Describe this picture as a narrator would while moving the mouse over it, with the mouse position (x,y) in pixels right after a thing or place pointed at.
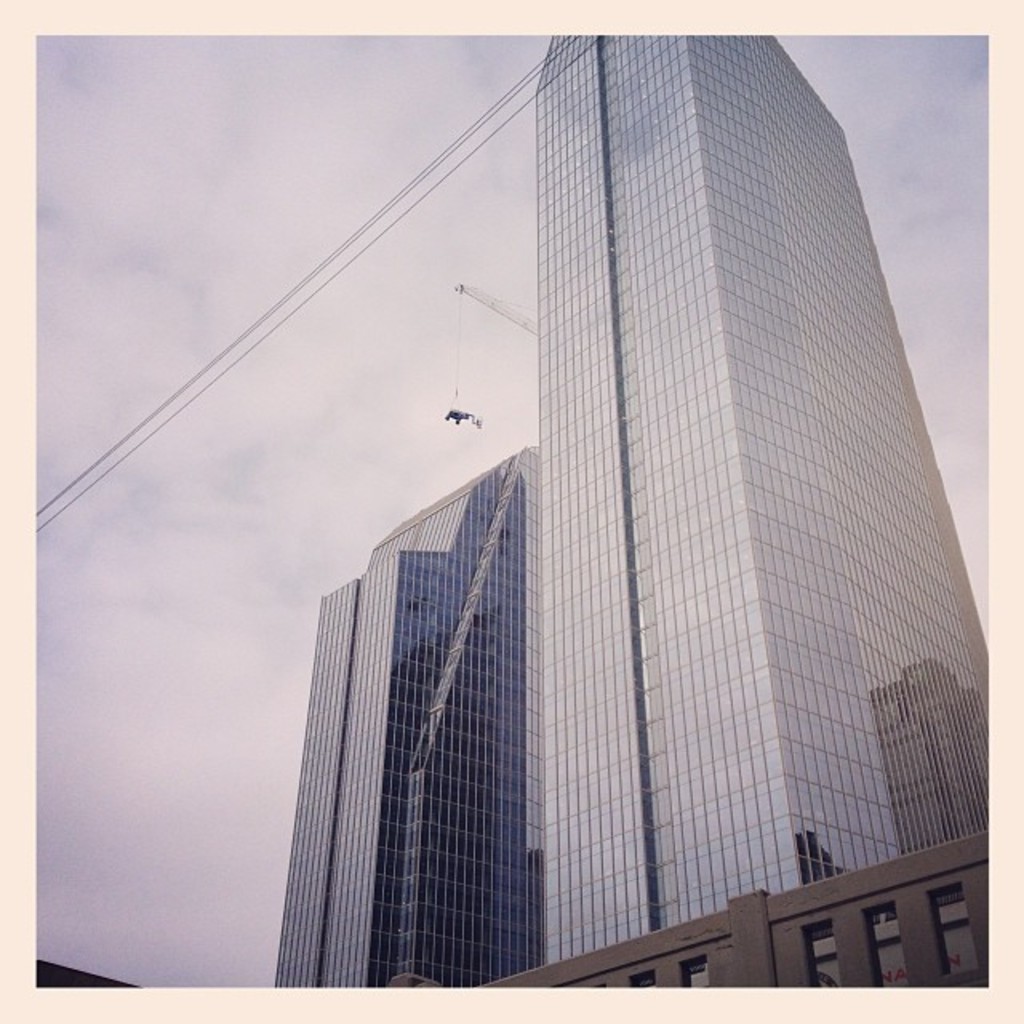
In this image in front (743,971) there is a concrete fence (846,924). In the background of the image (770,665) there are buildings (683,359). On top of the image (461,290) there is an object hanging from the crane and there are cables (67,506) passing. At the top of the image (254,176) there is sky (241,130).
